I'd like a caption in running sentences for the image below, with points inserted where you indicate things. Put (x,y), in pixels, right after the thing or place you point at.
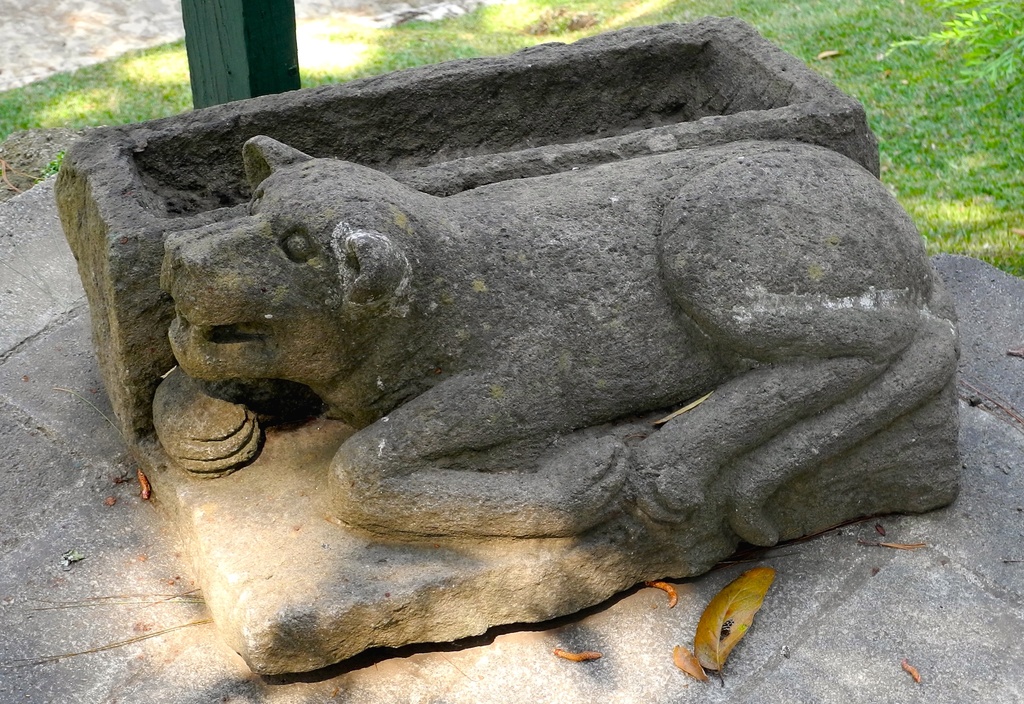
In this image we can see a sculpture (470,426) on the ground (847,562) and we can see a pole (264,38) and grass (847,59) in the background (940,139).
